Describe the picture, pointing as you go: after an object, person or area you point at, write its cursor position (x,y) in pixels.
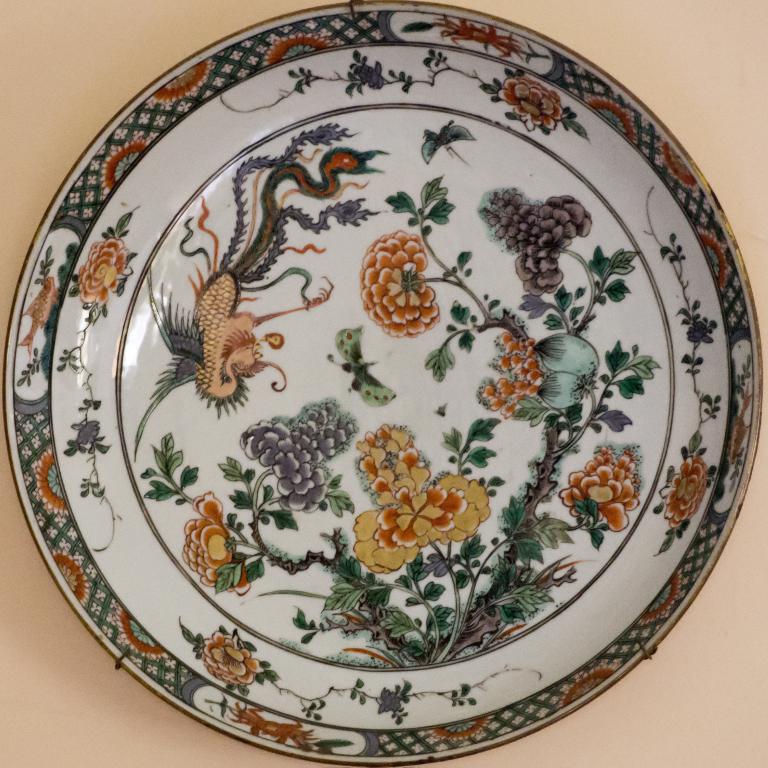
In this image I can see the plate (384,486) on the surface (651,709). The plate (435,484) is colorful. On the plate (260,405) I can see the fruits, flowers (298,416) and also animals (169,318).
